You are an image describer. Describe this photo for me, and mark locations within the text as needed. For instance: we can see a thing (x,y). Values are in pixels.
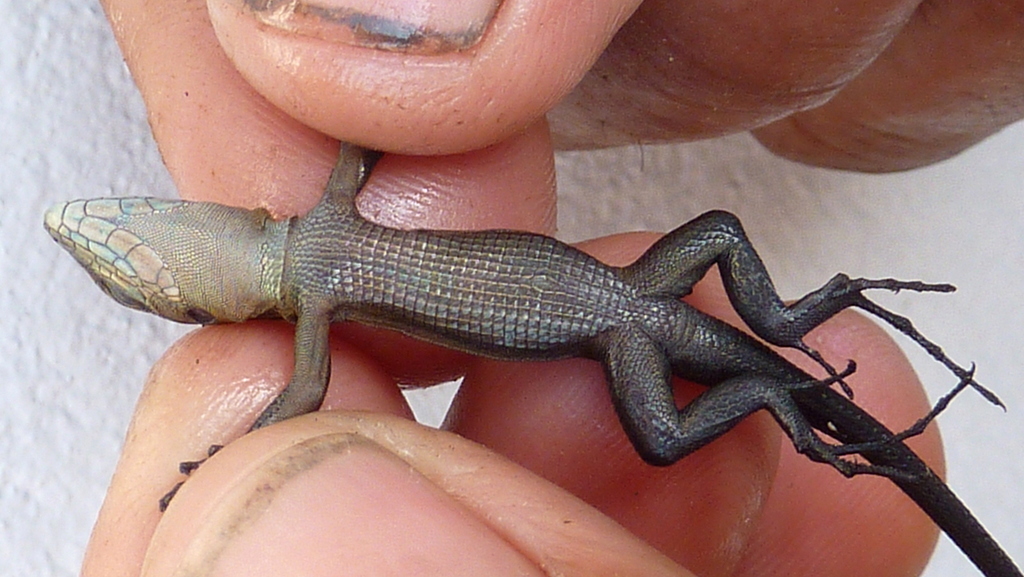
In this image we can see a person's hands (403,342) holding a lizard (502,264).
